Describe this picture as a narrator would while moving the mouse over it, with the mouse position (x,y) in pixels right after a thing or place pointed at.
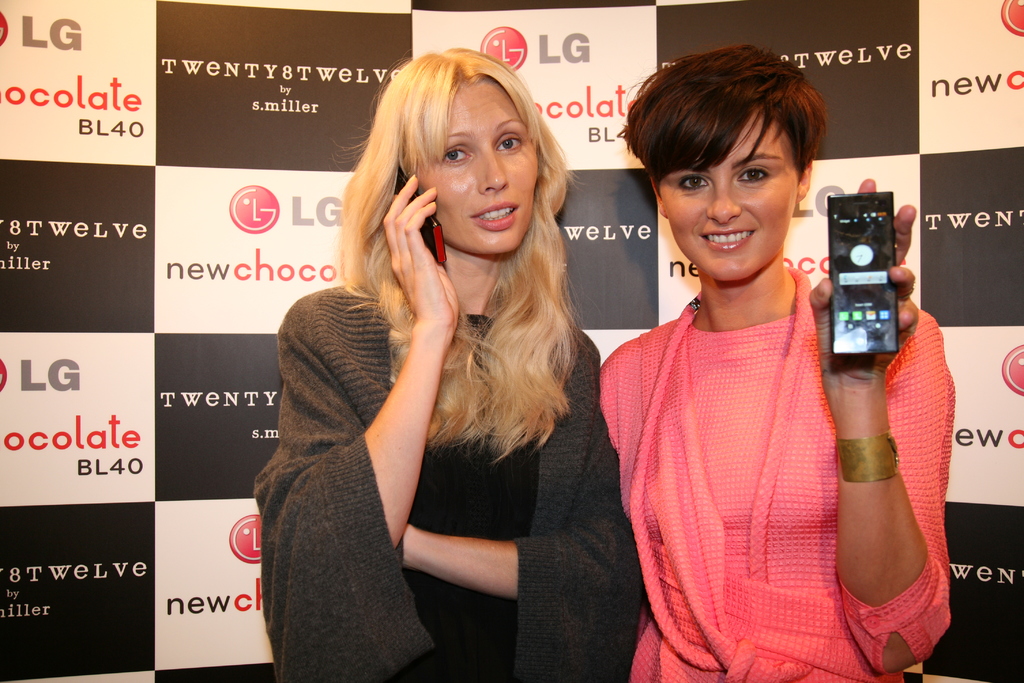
As we can see in the image there is a banner (352,51) and two people (486,389) standing. The women (783,407) who is standing on the right side (764,262) is wearing pink color dress (786,400) and holding a mobile (879,241) and the women (426,290) on the left side (335,440) is wearing black color dress (332,537) and talking on mobile (430,237).
